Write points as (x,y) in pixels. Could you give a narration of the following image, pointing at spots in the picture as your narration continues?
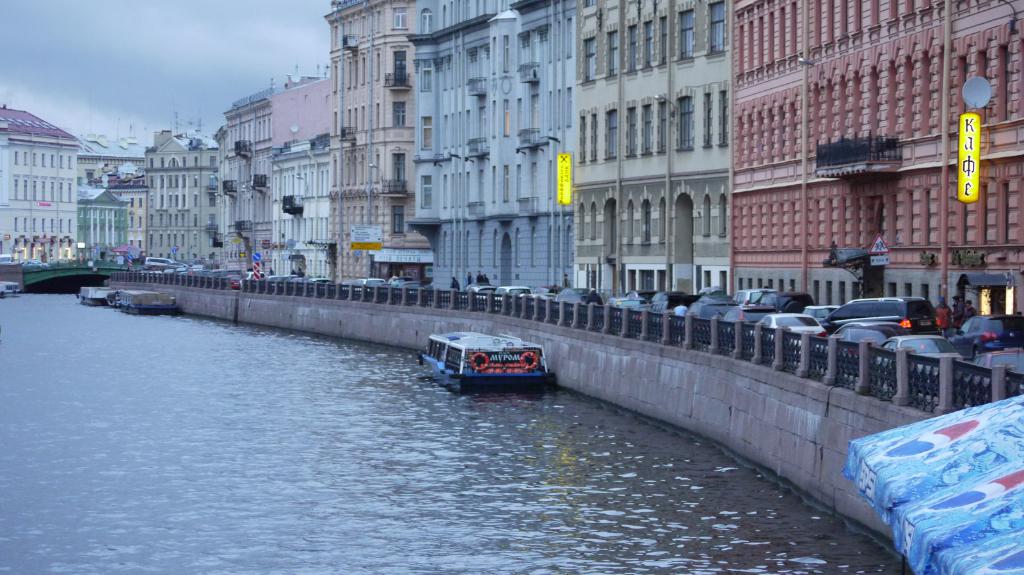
In this picture I can see few buildings (596,108) and I can see few boats (166,306) in the water (279,432) and few cars (830,315) parked and I can see boards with some text (967,188) and I can see few people (456,290) walking and I can see cloudy sky (226,58).
